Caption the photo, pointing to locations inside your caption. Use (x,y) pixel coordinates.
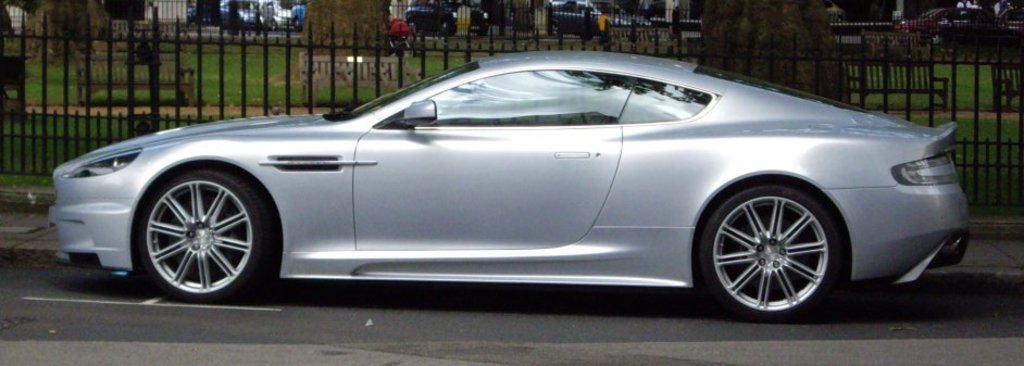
In the center of the image (424,184) we can see a car (529,269) on the road (608,348). In the background (232,100) there is a fence (129,85), benches (116,83) and vehicles (443,25).
